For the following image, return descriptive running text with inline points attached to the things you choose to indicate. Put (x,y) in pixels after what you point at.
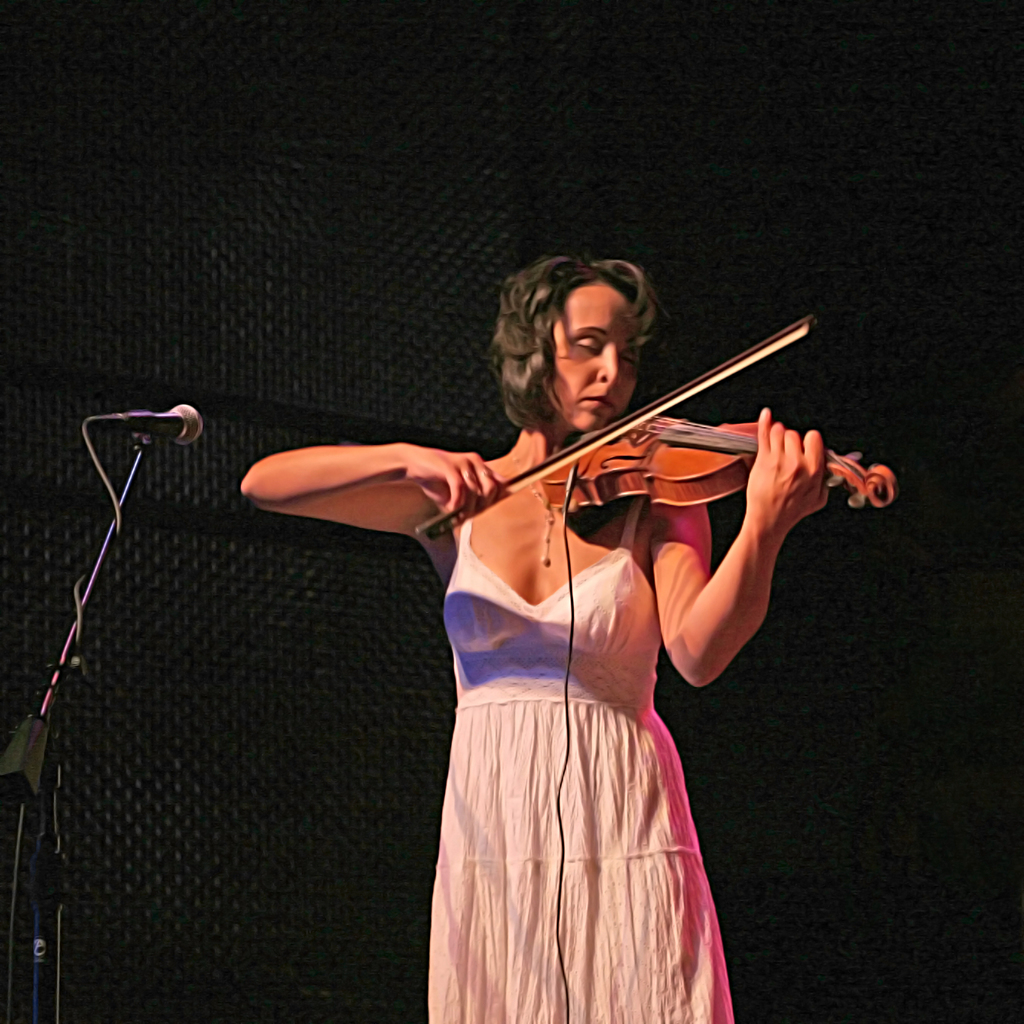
In this picture there is a women (555,621) in white dress (564,708) is holding a violin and playing it in front of the mic (110,415).
